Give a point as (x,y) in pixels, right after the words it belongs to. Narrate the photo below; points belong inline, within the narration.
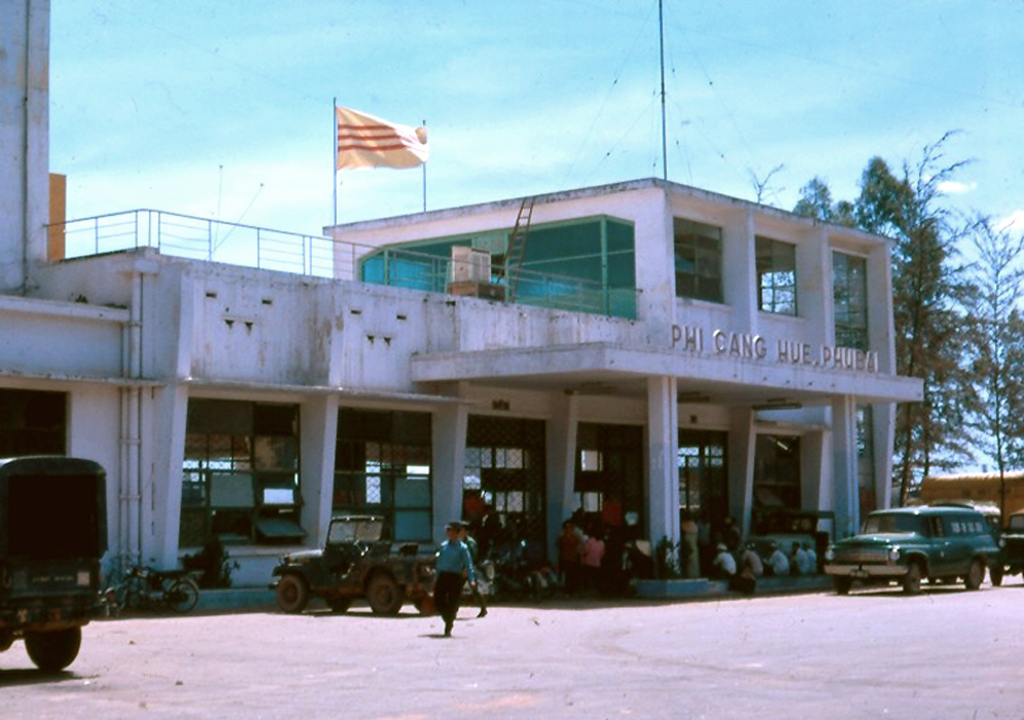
In this picture we can see vehicles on the ground (640,654), here we can see a building (659,435), people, trees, flagpoles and some objects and we can see sky (850,190) in the background (1010,26).
